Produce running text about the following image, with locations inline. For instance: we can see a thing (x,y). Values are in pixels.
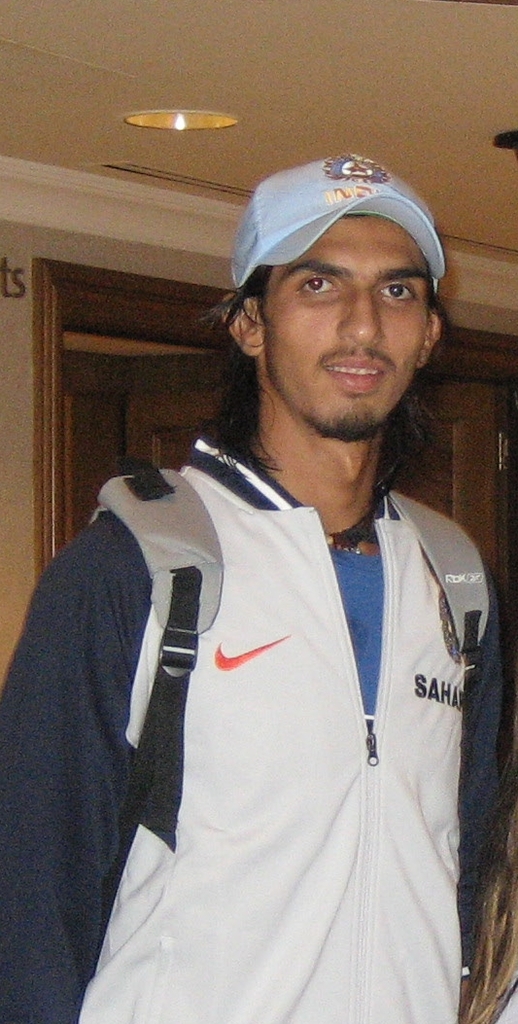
In front of the picture, we see a man (338,617) is wearing the white and blue jacket (245,674). He is wearing a blue cap (310,198) and he is smiling. He might be posing for the photo. Behind him, we see a white wall (31,426) and a door (137,392). At the top (196,159), we see the ceiling (196,159) of the room (208,219).
